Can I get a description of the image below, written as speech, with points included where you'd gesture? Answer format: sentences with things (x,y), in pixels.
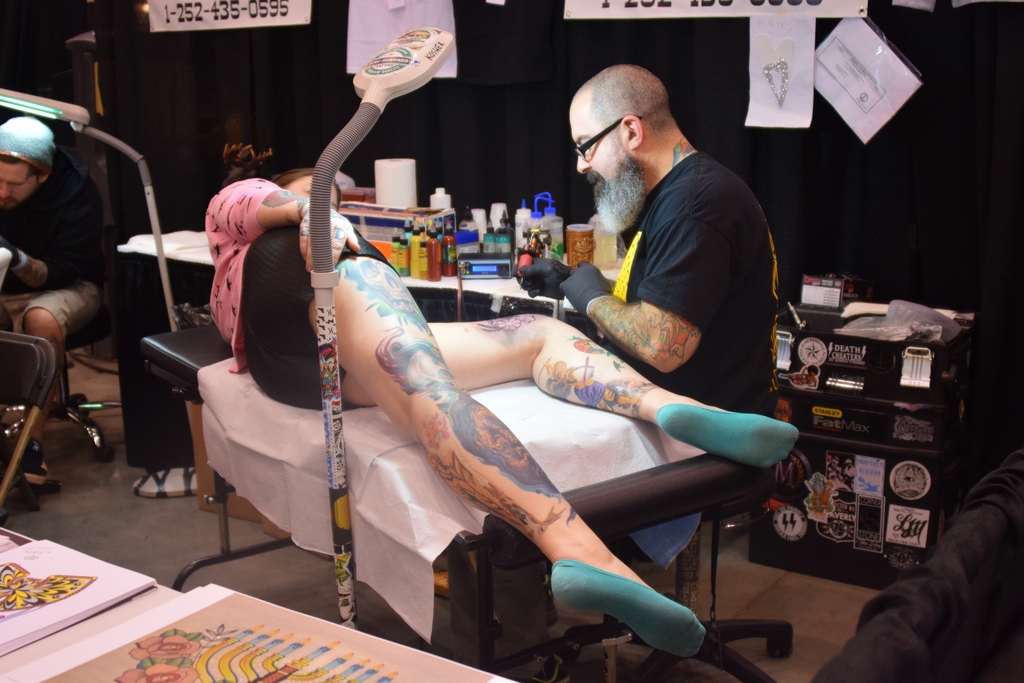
This picture shows a man (540,279) piercing a tattoo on a woman's leg (483,354) in a tattoo store (796,425).
